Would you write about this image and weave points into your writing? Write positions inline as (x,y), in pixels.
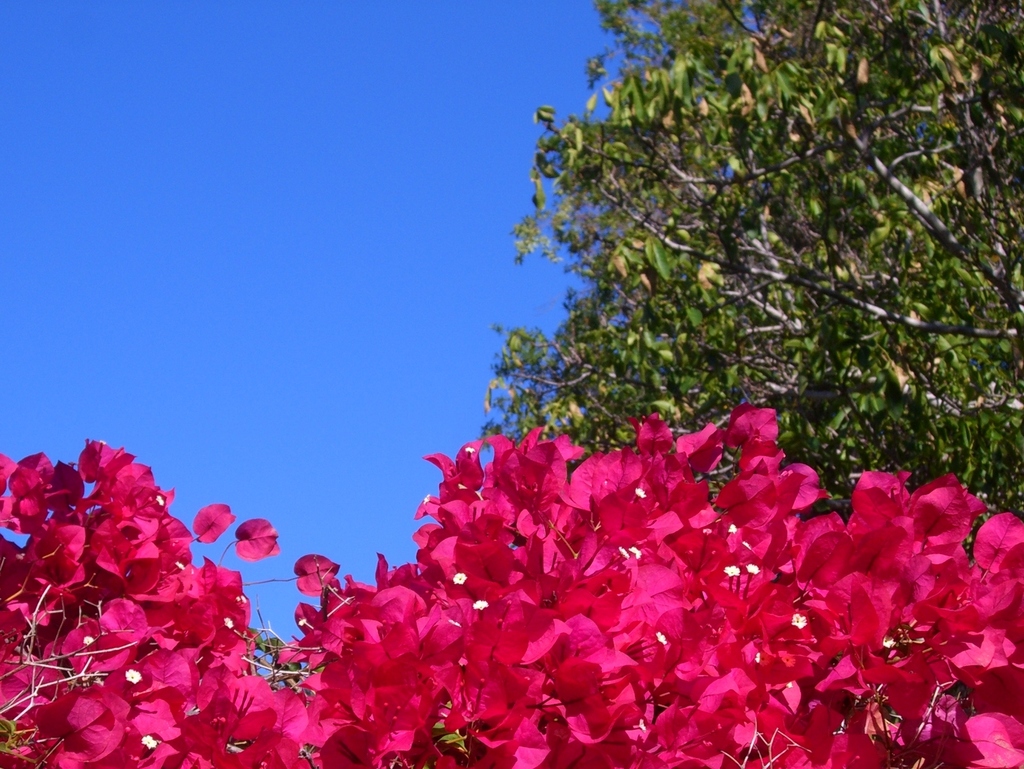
In this picture we can see trees (964,80), flowers (602,540) and in the background (402,325) we can see the sky (196,183).
